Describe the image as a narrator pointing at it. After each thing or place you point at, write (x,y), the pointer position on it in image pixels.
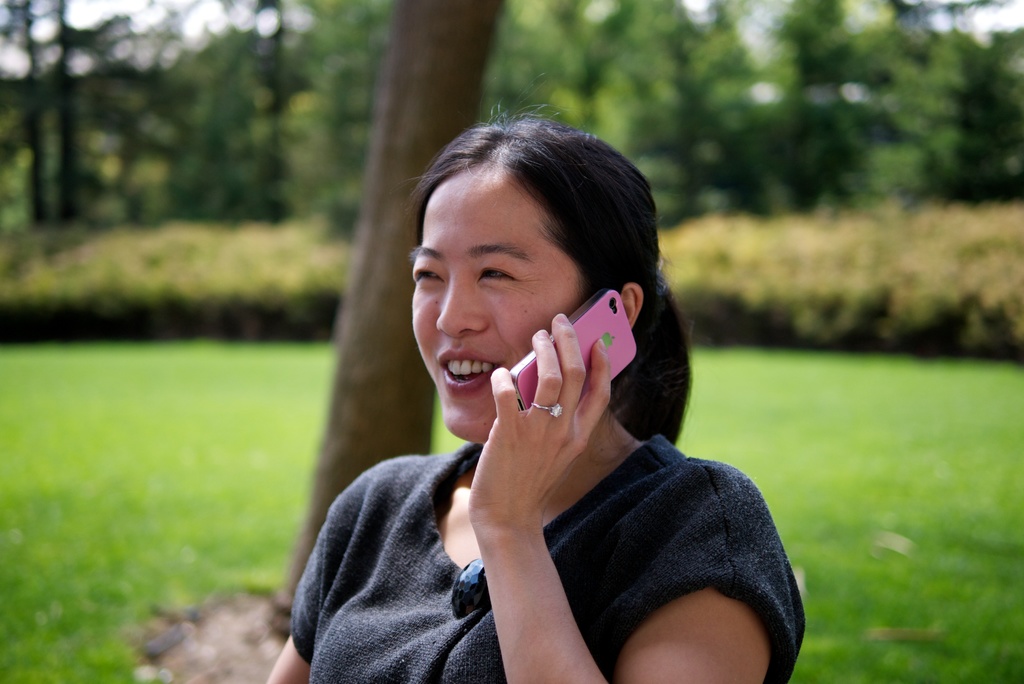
Here we can see a woman (557,171) speaking in her mobile phone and behind her we can see trees (398,211) and plants (281,270).
